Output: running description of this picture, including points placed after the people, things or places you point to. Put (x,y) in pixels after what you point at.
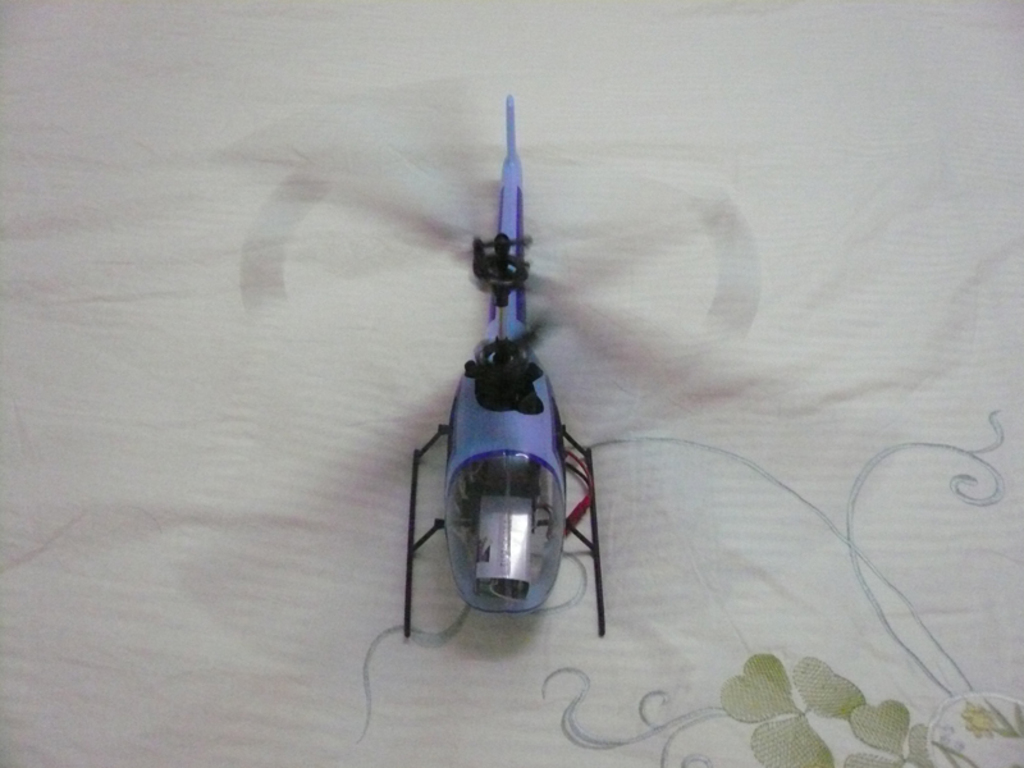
In this picture we can see a toy helicopter (407,631) and this is placed on a cloth (688,301).
